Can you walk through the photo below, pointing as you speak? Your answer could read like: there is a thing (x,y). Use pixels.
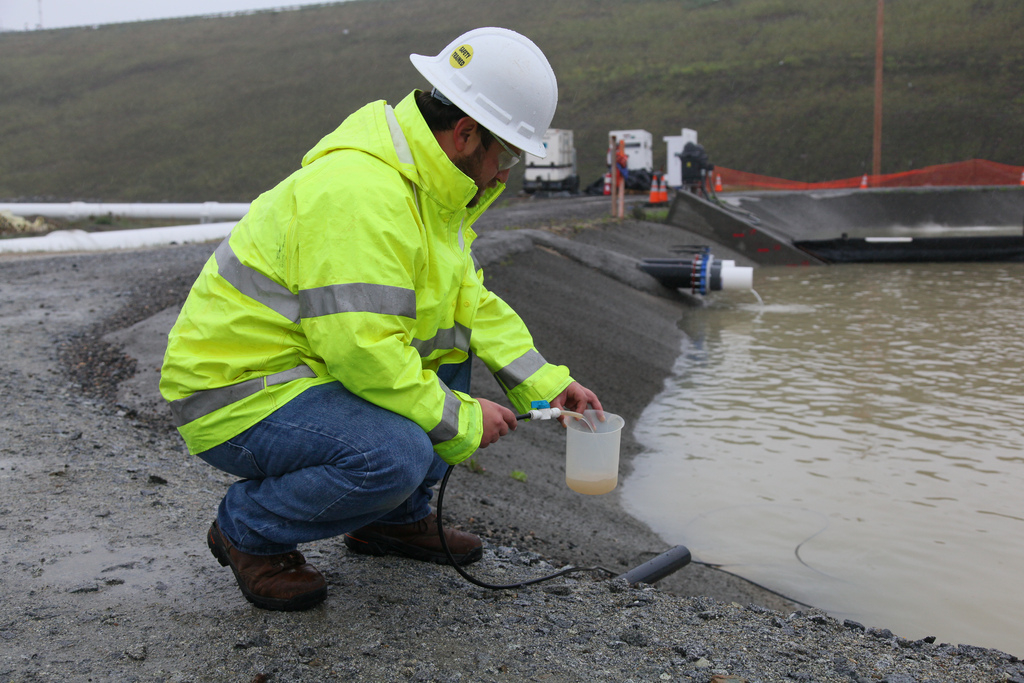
There is a man (298,411) sitting like squat position and wore helmet (498,61) and holding a pipe (543,419) and mug (599,429). We can see water (723,474) and pipes (698,278). In the background (551,182) we can see vehicles (641,152), traffic cones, grass (585,175) and sky (107,17).
